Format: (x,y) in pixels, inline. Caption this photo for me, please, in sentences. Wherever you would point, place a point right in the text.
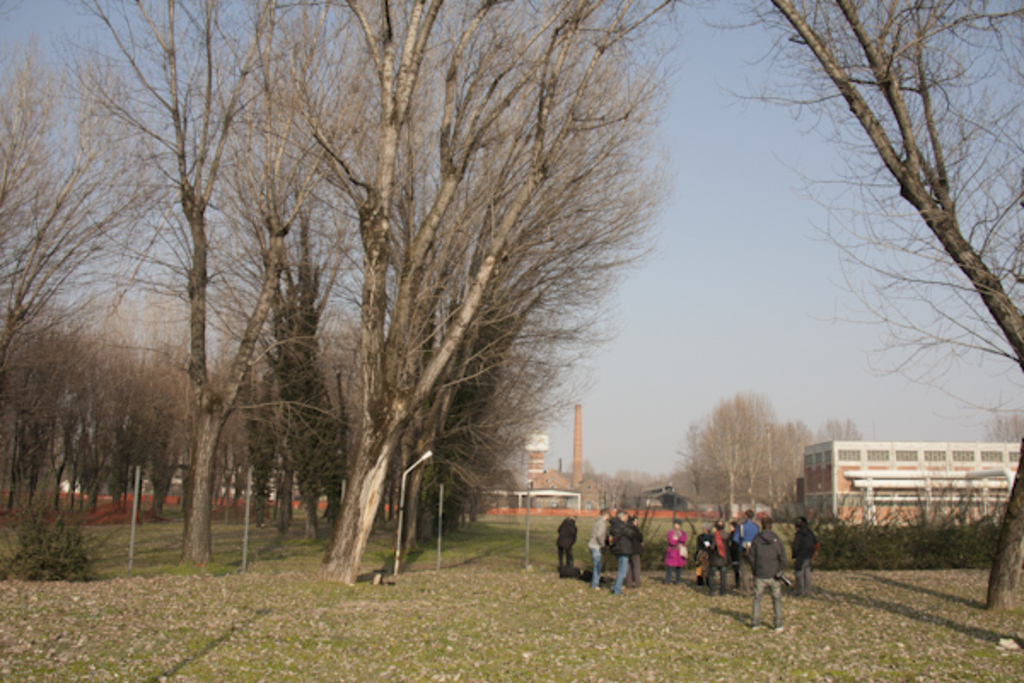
There are few people (718,561) in the image. In the background (288,337) there are trees (421,262), buildings (862,446), tower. There is a boundary (385,510) around this place (308,532). On the ground (398,623) there are dried leaves (664,625).
